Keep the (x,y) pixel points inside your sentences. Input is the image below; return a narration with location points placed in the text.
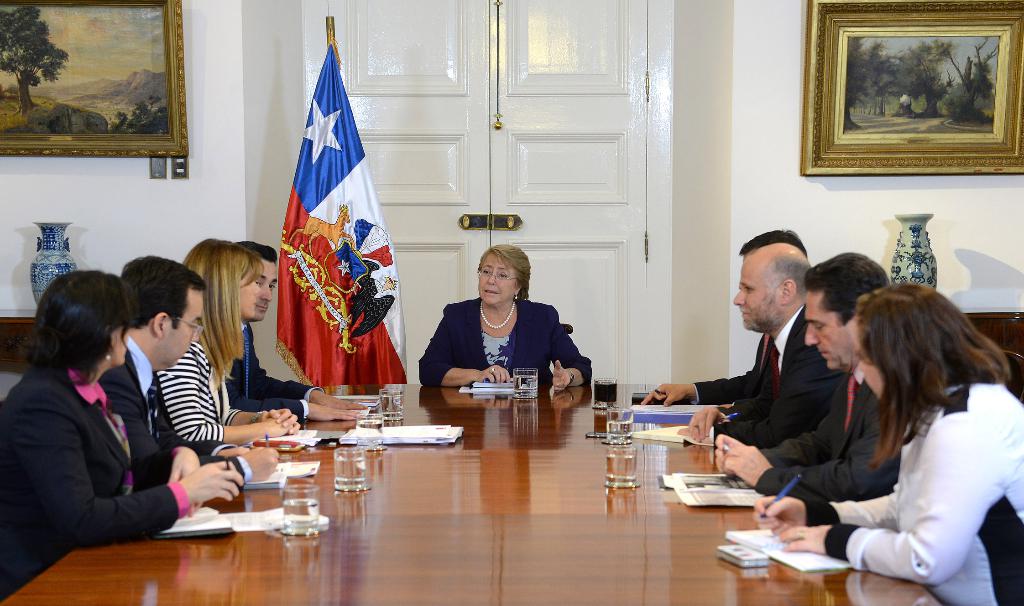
There is a group of people (558,383) sitting on a chair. There is a woman (430,348) sitting at the center (575,356) and she is speaking to one of the woman (255,268) sitting on the left side (181,411). This is a wooden table (482,508) where a glass of water (622,417) and a mobile phone (770,560) are placed on it. This is a flag (315,208). This is a door (377,165). A jar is placed on a table (23,337). This is a photo frame (101,134) which is fixed to a wall (199,139).
